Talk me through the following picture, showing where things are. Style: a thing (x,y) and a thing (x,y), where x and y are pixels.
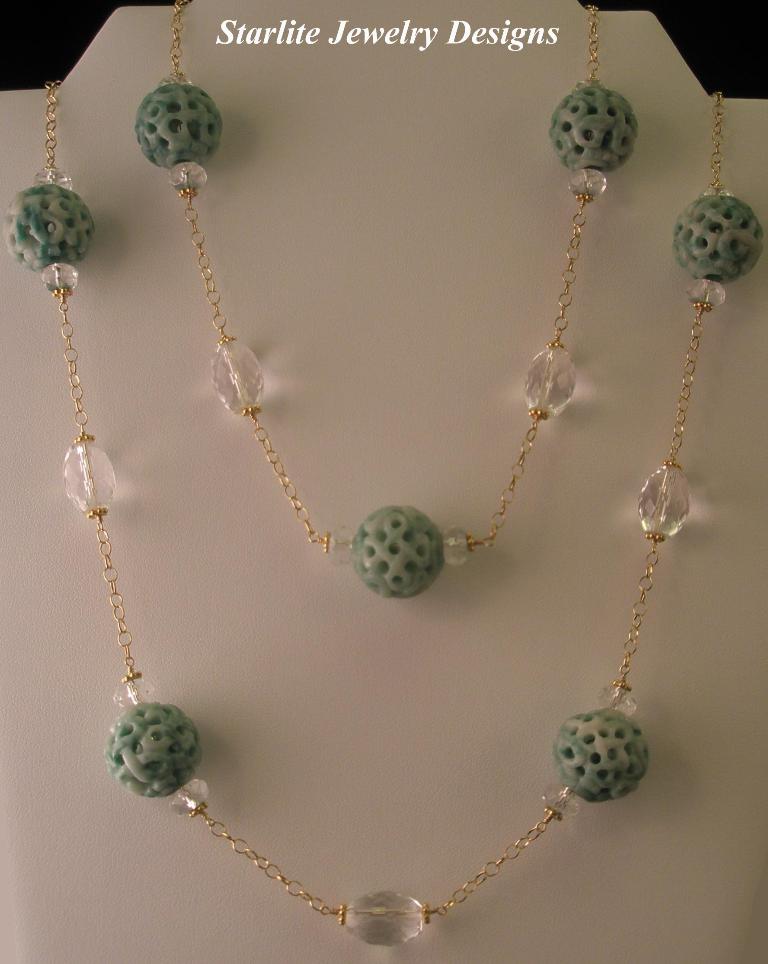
In this picture there is a green and white color beads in the necklace (381,567) which is placed on the white color neck holder (489,791). Above on the top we can see a small quote (228,39) on which "Starlite jewelry design'' is written.
